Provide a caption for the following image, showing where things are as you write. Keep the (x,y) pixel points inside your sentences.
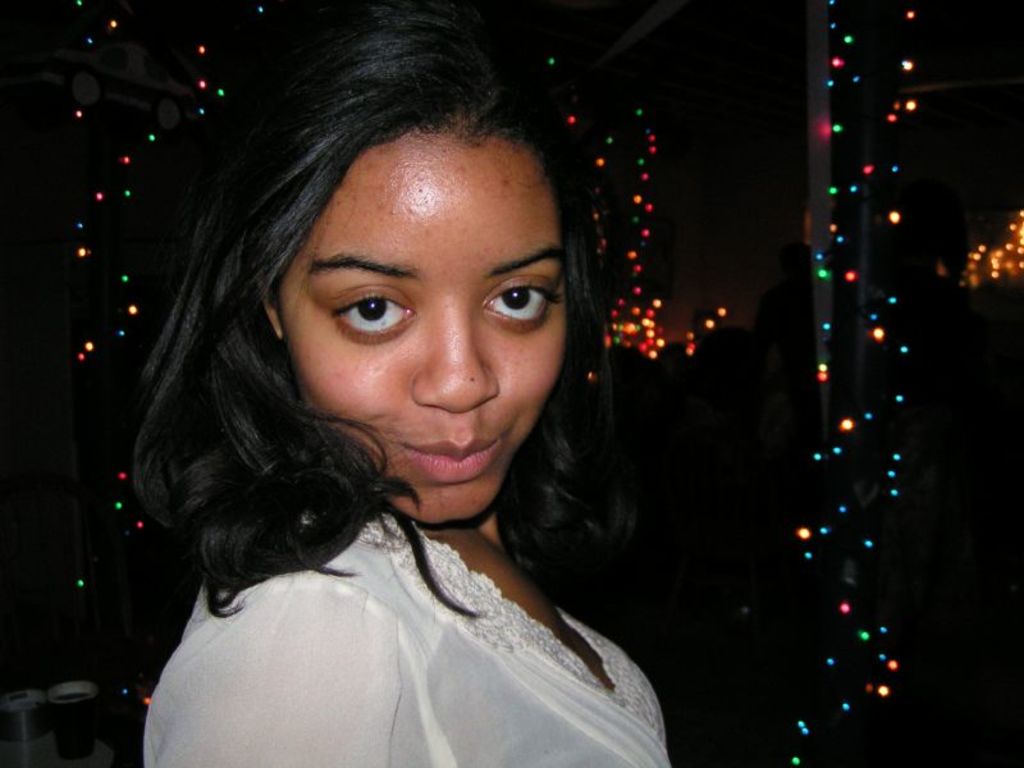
In this image we can see one woman (510,561) in white dress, some objects (30,707) on the table (51,756), one man (809,324) standing, some people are sitting, one toy car (99,99) attached to the wall (110,113), the background (84,136) is dark and the walls (78,147) are decorated with small light sets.
